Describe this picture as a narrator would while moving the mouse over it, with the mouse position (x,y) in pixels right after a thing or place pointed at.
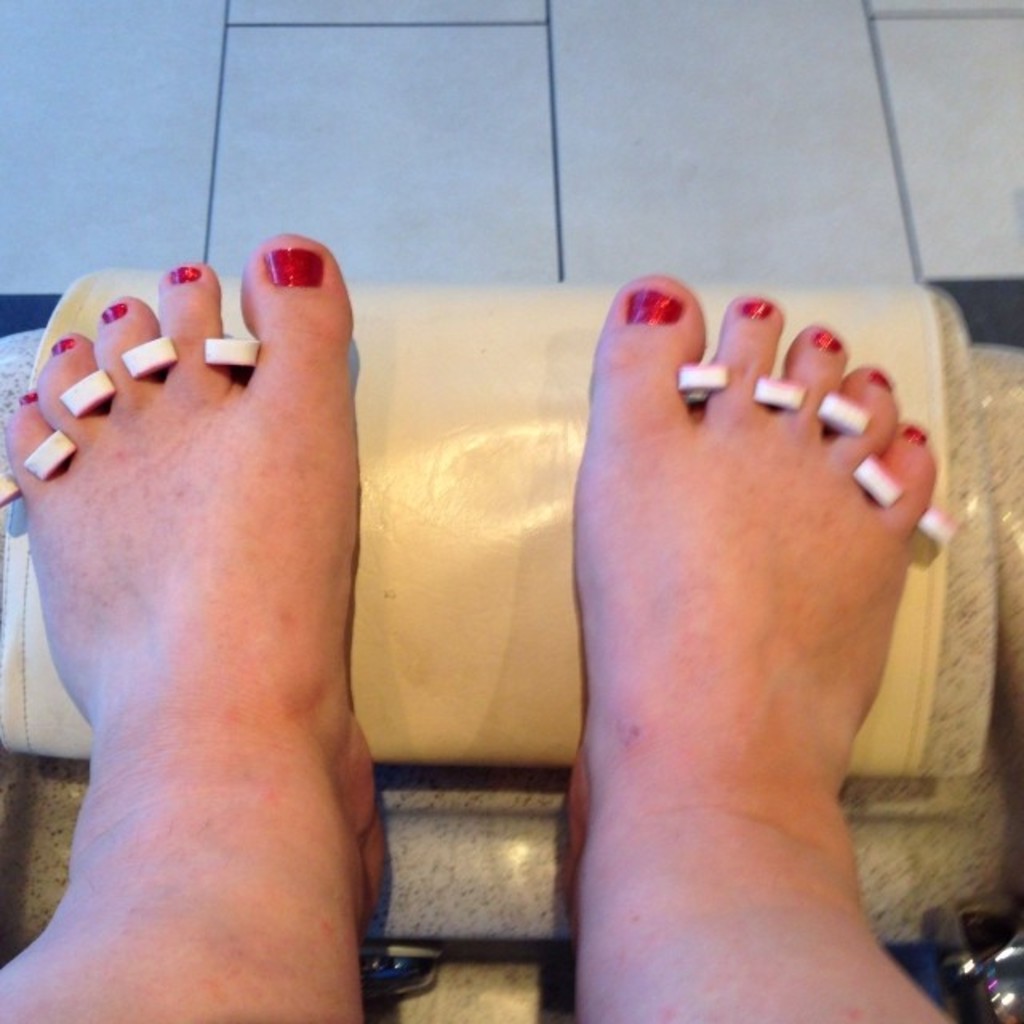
In this image we can see legs (601,738) of a person (709,794) and it is kept on an object (446,611). Between the fingers (130,380) we can see white color things (931,519).
